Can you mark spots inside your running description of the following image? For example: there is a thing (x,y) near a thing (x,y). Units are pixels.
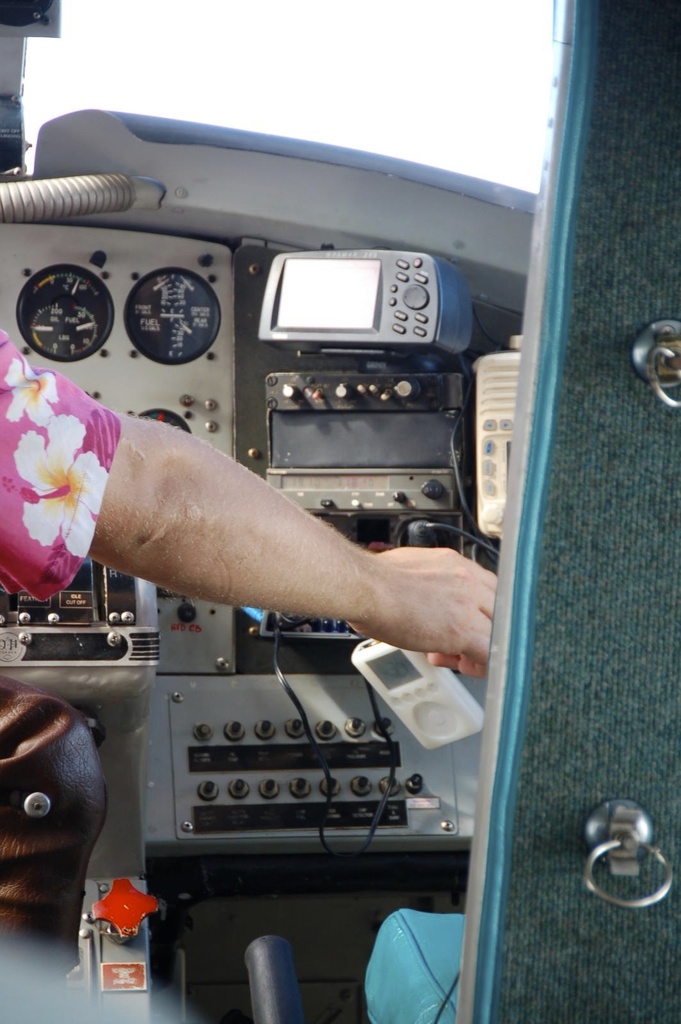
This picture is taken inside the vehicle (271,442). In this image there is a hand (100,513) of the person (91,448) on the left side (156,505). In front of the person (162,454) there are meters (186,339) and some devices (374,380). On the right side (602,531) there is a wall (563,592) to which there are two clips (670,372). There is a seat (446,935) on the right side (458,919).
